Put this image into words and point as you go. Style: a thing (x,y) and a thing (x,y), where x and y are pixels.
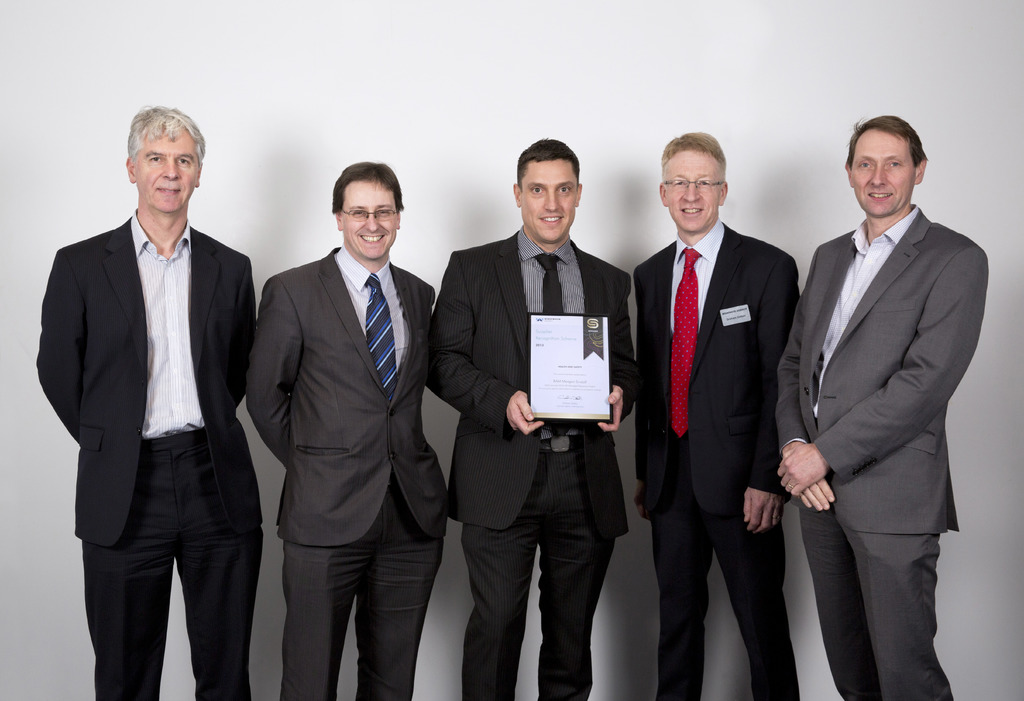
In this image we can see a few people (435,377) standing and smiling, among them one person (595,291) is holding an object (587,367), in the background (792,105) we can see the wall (705,118).
